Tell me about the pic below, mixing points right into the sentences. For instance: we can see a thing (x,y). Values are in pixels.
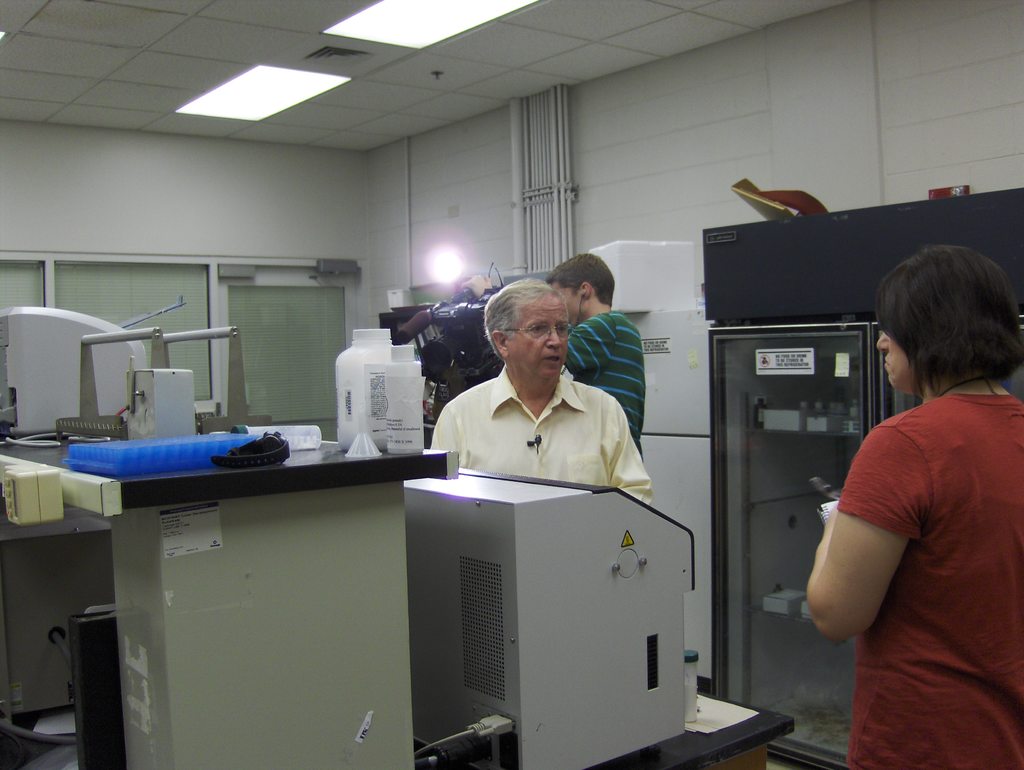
In this picture there is a man (552,331) who is standing in the center of the image (554,470) and there is a lady (890,309) who is standing on the right side of the image (1016,427), there is a boy (576,264) behind the man (560,321) he is taking the video and there are machinery (12,311) on the right (714,408) and left side of the image (147,397).
